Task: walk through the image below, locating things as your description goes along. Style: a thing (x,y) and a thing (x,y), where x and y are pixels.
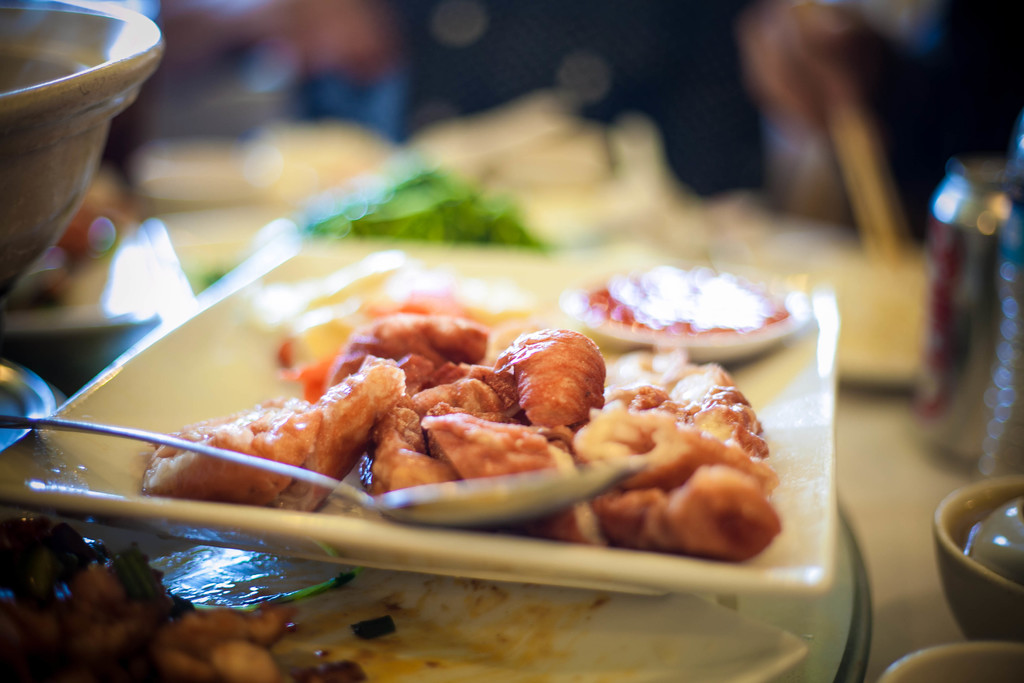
In this image we can see food (325,428) and spoon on plate (158,376) placed on the table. On the right side of the image (982,570) we can see bowls (956,555) and tin (986,311).
